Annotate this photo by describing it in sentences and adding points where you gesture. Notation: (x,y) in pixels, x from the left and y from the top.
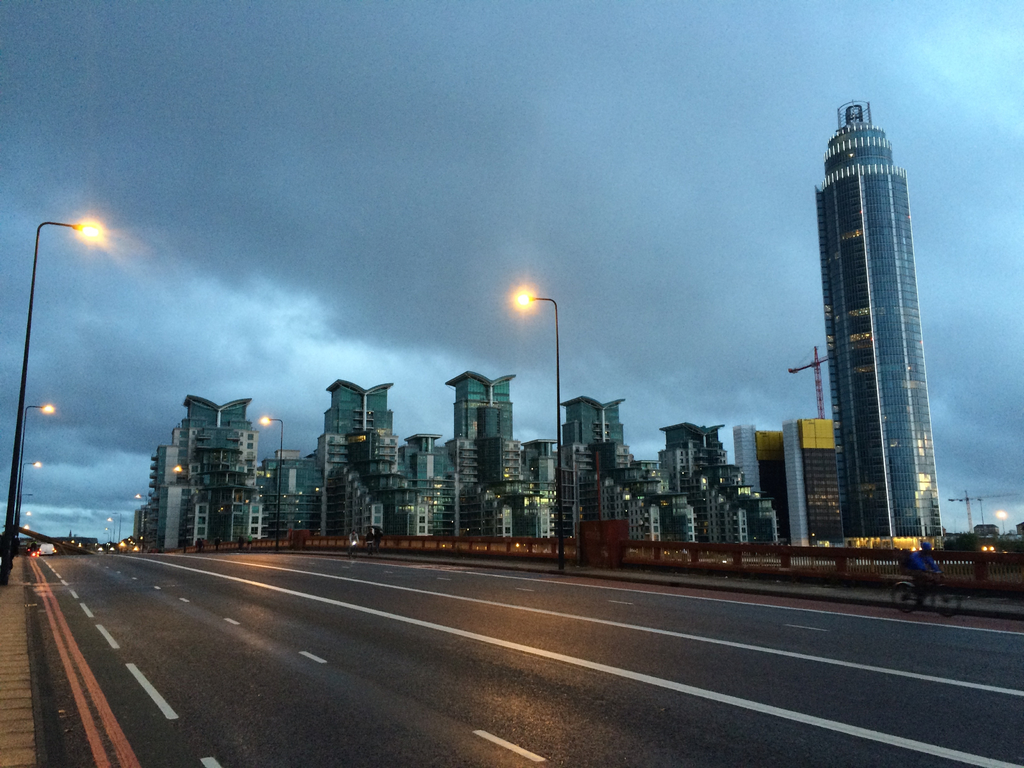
In the foreground of this image (444,713), there is a road (373,700). On the left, there are light poles (19,456). In the background (453,455), there are buildings (787,436), few light poles (279,490) and the sky (457,195). We can also see a man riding bicycle (958,602) on the road (895,632).
